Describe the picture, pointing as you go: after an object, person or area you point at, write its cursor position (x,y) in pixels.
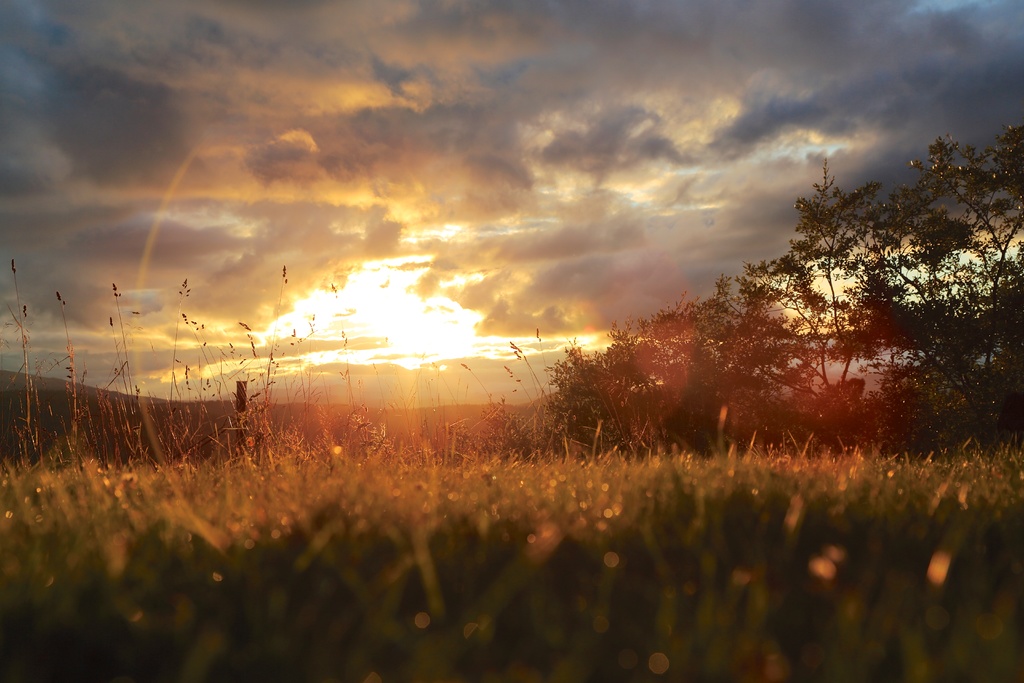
In this picture we can see some plants (632,494) at the bottom (631,596), in the background (747,397) there are some trees (731,357), we can see the sky (495,237) and clouds (487,152) at the top of the picture (487,175).
